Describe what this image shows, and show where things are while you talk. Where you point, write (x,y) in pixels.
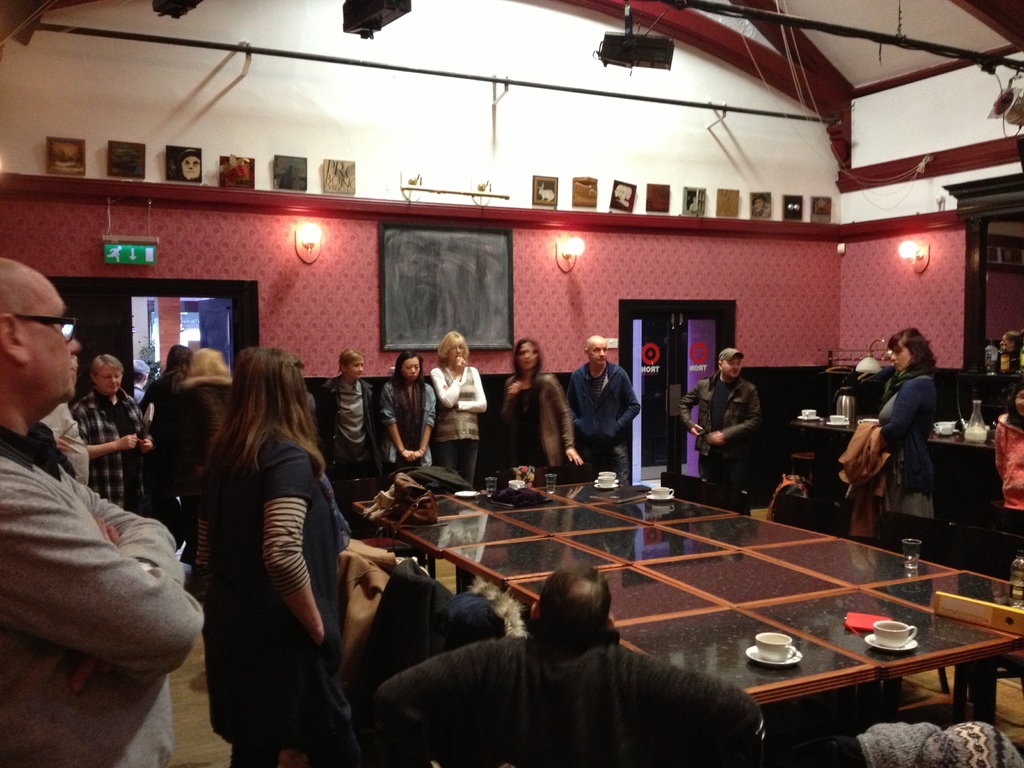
In this picture we can see a group of people (246,356) standing and in front of them on table (886,611) we can see cup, saucer (899,647), paper (872,621), bag (425,502), glass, file (957,600), bottle (1019,558) and in background (661,305) we can see wall (780,298), door (646,328), sign board (122,244), frames (80,163), lights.
